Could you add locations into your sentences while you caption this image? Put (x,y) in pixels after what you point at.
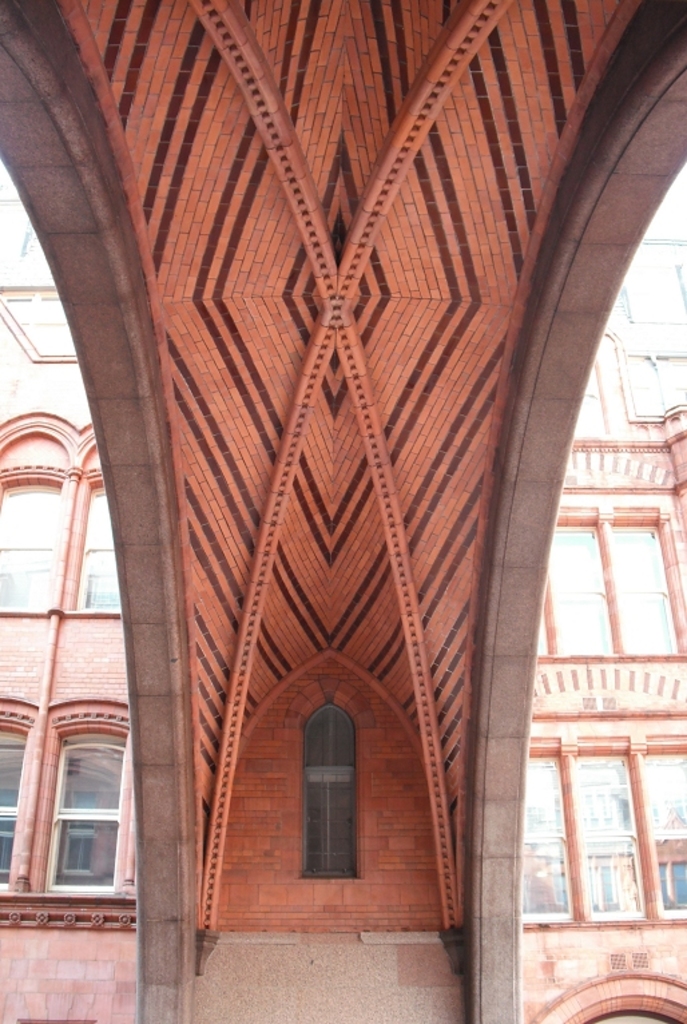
In this image we can see a building (319,470). On the building (362,464) we can see glass windows (654,784).
